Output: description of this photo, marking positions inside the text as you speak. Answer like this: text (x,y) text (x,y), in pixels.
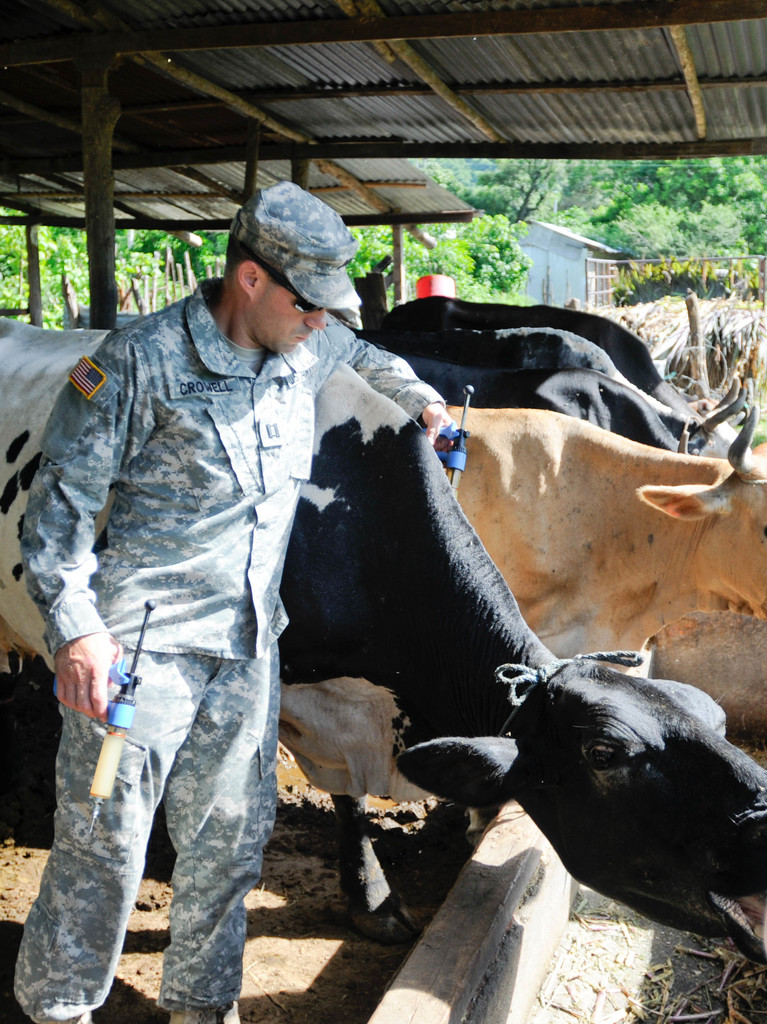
In this picture we can see a man (123,775) is holding some object (128,705) in his hands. On the right side of the man (201,403) there are cows (344,612), and the cows (336,596) are in a shed (67,104). Behind the cows (434,379) there are trees (624,237).
